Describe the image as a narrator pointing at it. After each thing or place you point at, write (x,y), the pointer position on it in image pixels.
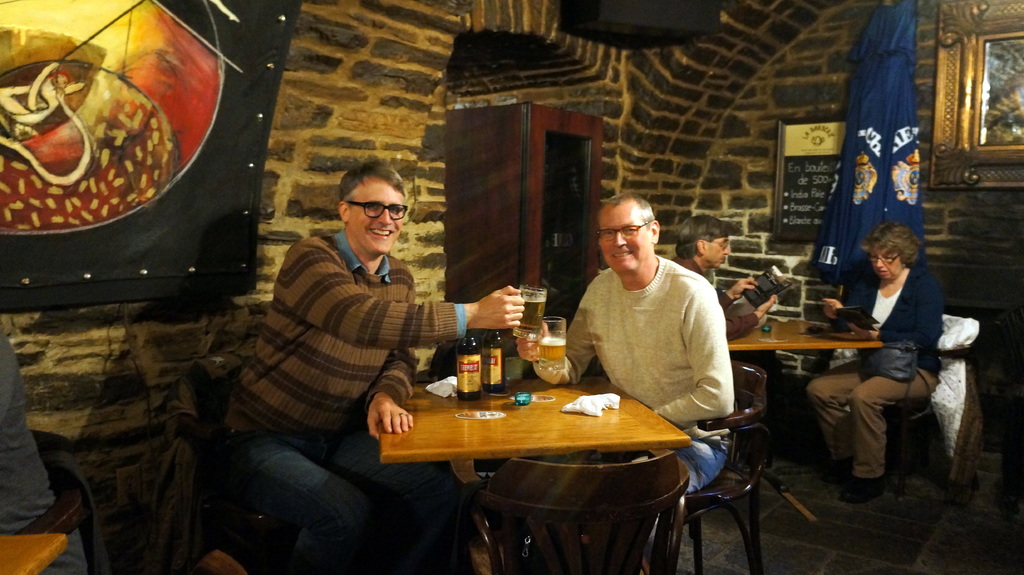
In the middle of the image (354,255) few people (887,308) are sitting on chairs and there are some tables (529,417), on the tables (516,417) there are some glasses (540,360), papers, bottles (487,381). Behind them there is a wall (695,160), on the wall (301,24) there is a banner (58,86) and frame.
